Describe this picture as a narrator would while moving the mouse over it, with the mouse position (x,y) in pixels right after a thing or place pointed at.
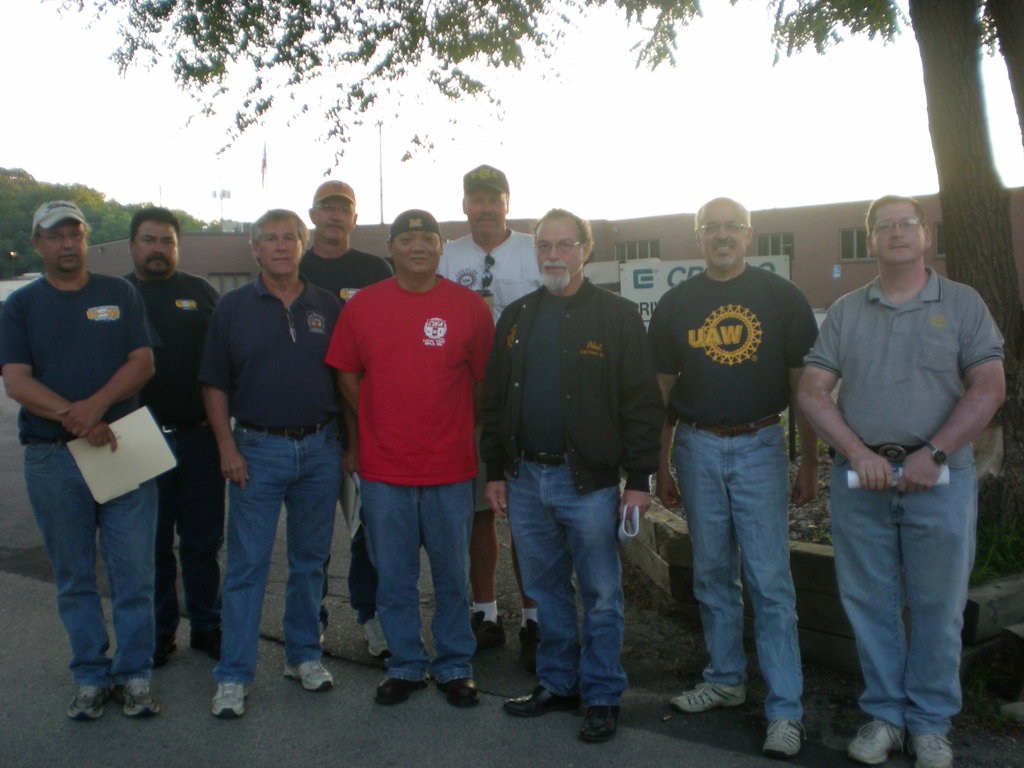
In this image, we can see group of people (834,412) standing on the road (179,765). In the background (19,181), we can see some trees (257,17), buildings (828,270), hoardings (673,266) and glass windows (761,252), at the top (596,140), we can see a sky (635,112), at the bottom (363,699), we can see a road (141,735).
